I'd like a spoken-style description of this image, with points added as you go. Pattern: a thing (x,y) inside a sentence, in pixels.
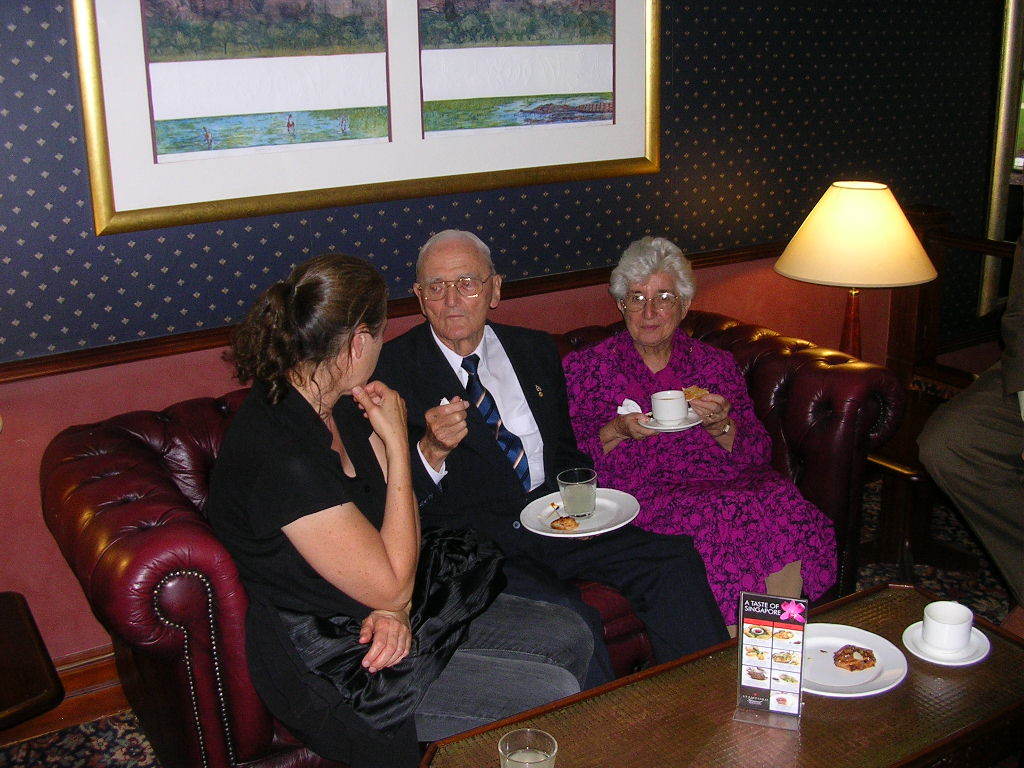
In this picture few people (650,432) are seated on the sofa (149,475) in front of them we can see plate (837,638), cups (947,611), glasses (524,761) on the table (679,745), besides to them we can find a lamp (853,281), in the background (473,95) we can see a wall painting (379,80).
